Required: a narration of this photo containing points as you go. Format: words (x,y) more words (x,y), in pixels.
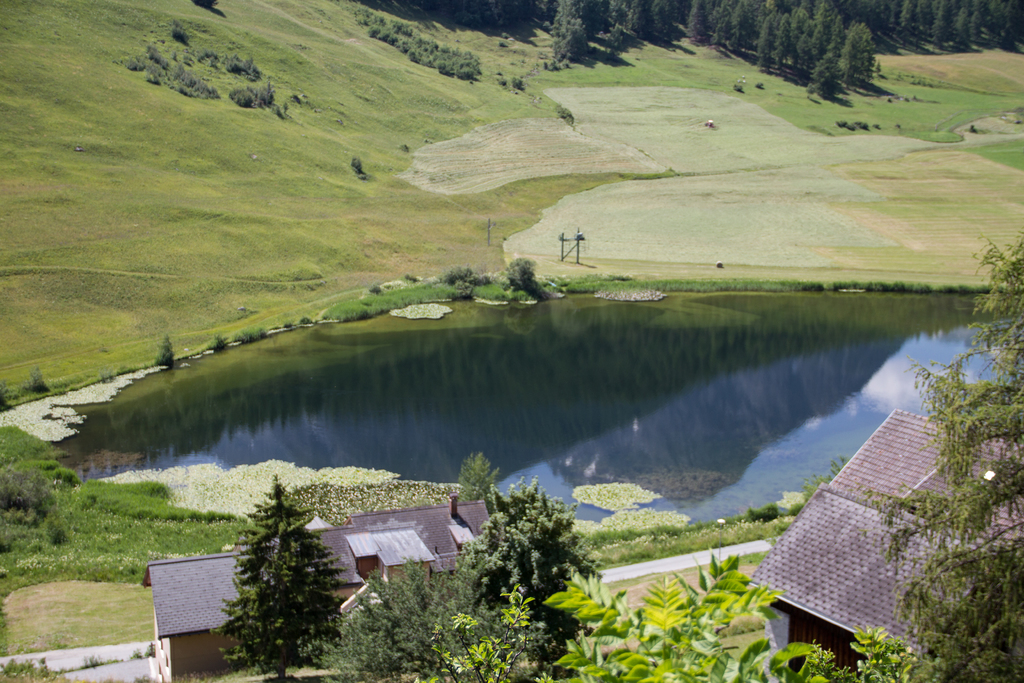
In the foreground of this image (420,552), there are two houses (817,570) and few trees (497,642). In the background (492,386), we can see a lake (426,360), grass (252,211), trees (669,21), plants (257,75), and the poles (569,250).
